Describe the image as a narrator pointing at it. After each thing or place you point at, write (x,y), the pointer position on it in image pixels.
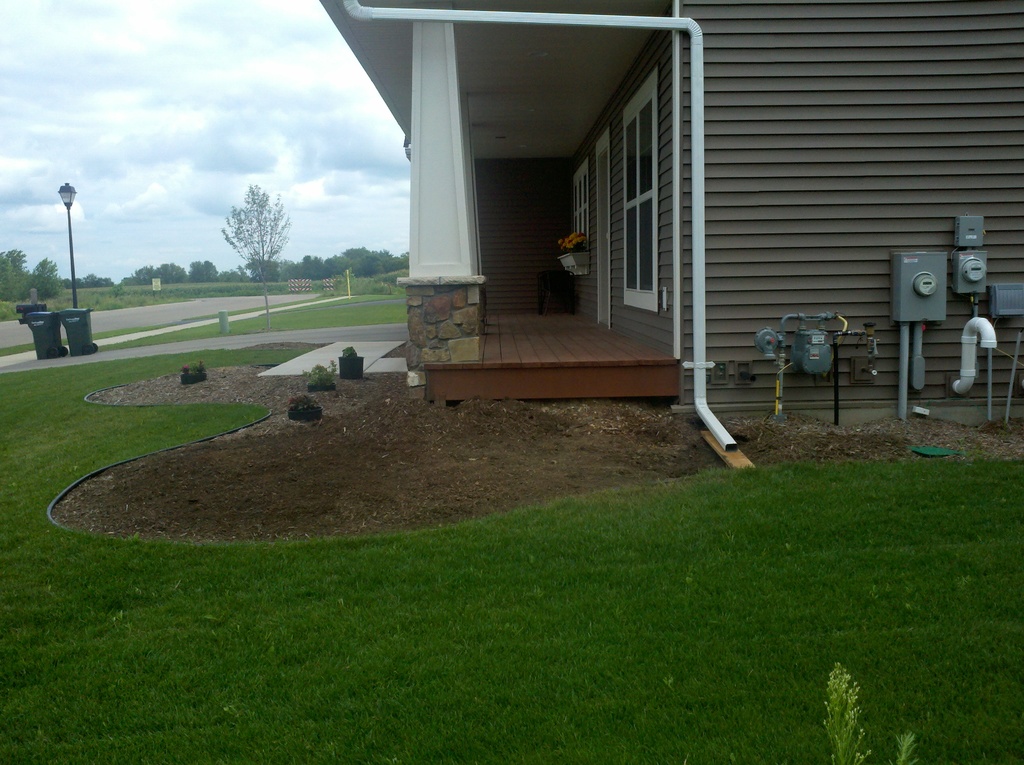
In this picture we can see grass (549,557), few boxes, machine (806,364), pipe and a building (605,157), in the background (38,325) we can see dustbins (38,325), trees (376,272) and clouds (239,177).
